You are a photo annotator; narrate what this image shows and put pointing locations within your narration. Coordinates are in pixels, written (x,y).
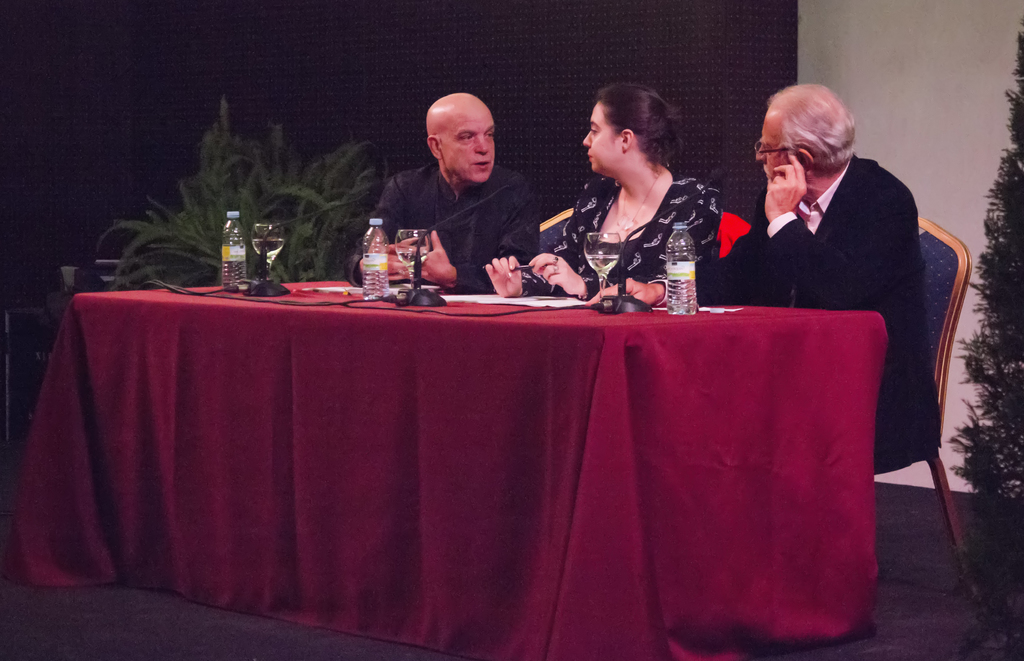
Here we have 3 people (498,221), in the left most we have a man (484,216) who is saying something and the other 2 persons (702,207) are listening. All are sitting on chairs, in front of them there is a table (577,511). On table (281,351), we have water bottles (230,258), glasses (413,272), microphone (424,296) etc and behind them we have some plant (289,208) and top right (1020,209) we have another plant (991,367) seems like Christmas tree (1017,160).
